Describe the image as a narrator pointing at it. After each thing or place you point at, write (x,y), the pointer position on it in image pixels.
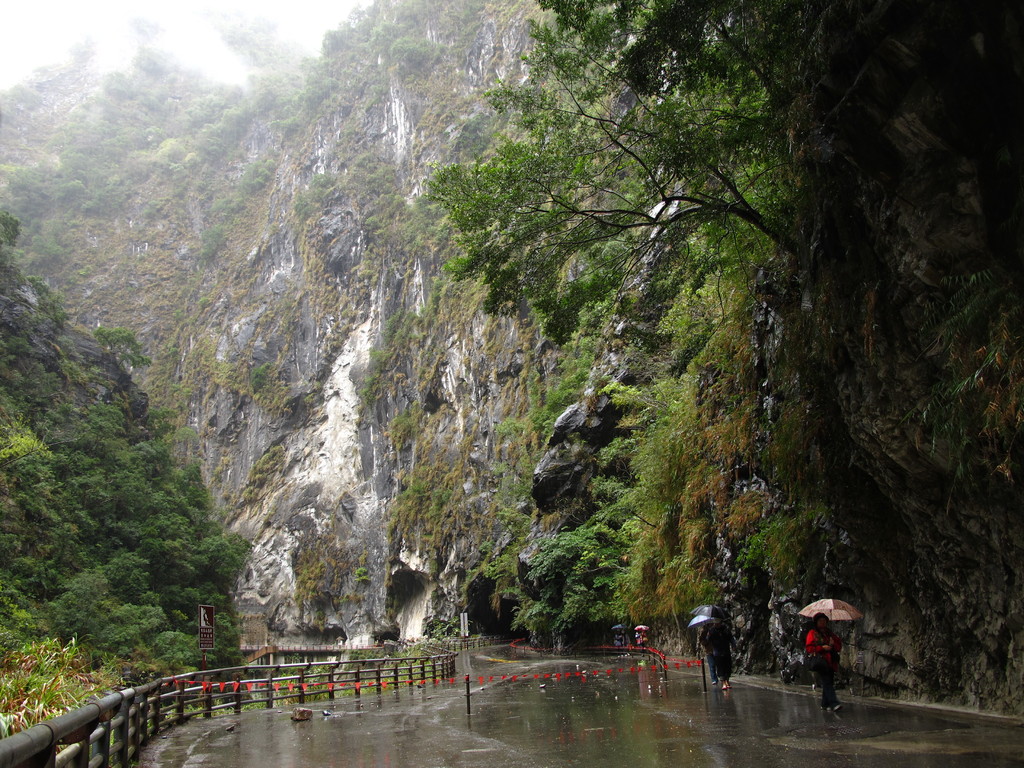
Here in this picture on the road (684,682) we can see people (718,656) walking with umbrellas (639,629) in their hands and on left side (153,716) we can see railing (153,716) present and we can also see plants (104,632) and trees (83,575) present over there and we can see the mountains (273,519) partly covered with plants (551,405) and grass (533,424) over there.
